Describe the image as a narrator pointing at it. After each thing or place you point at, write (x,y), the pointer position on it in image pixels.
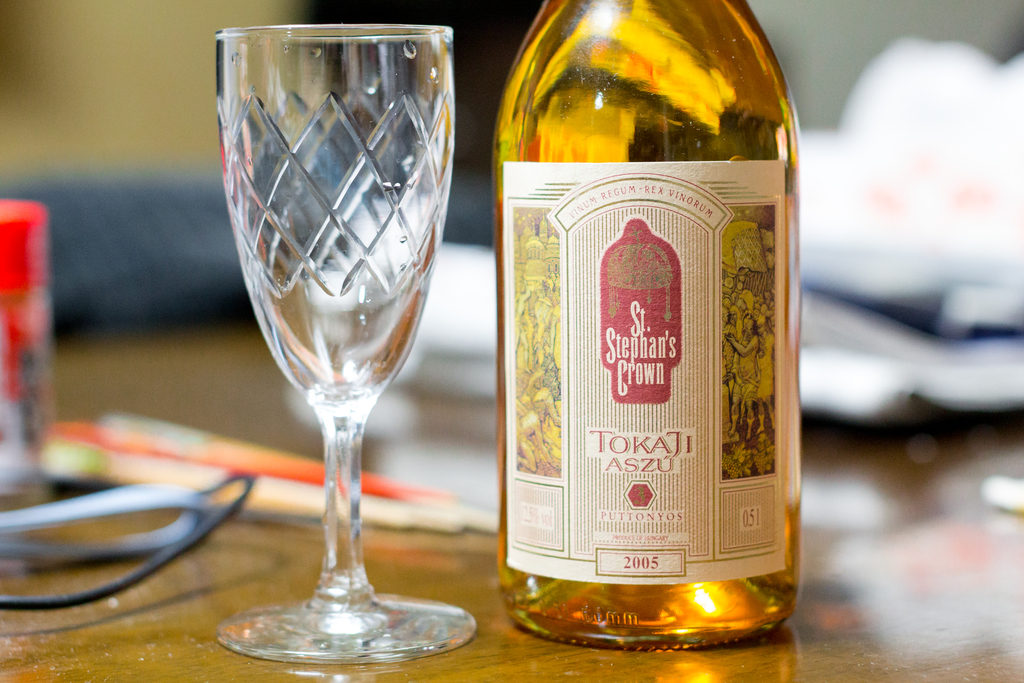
In this image there is one bottle (619,240) and one glass (331,244) is there, on the background (138,70) there is a wall (82,95).
